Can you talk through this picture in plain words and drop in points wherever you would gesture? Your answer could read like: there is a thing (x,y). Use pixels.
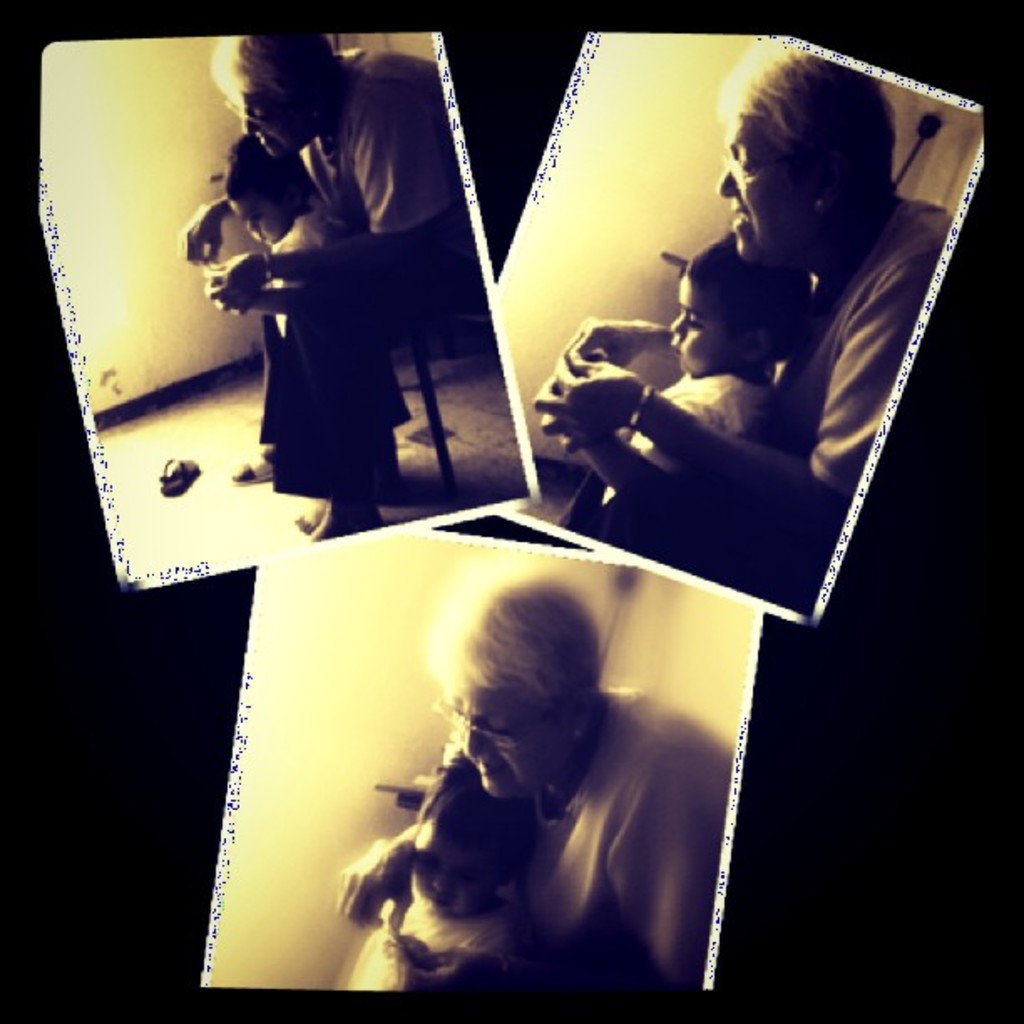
In this picture we can see a collage image, in it one grandmother (349,496) and one girl (306,237) are playing images.
